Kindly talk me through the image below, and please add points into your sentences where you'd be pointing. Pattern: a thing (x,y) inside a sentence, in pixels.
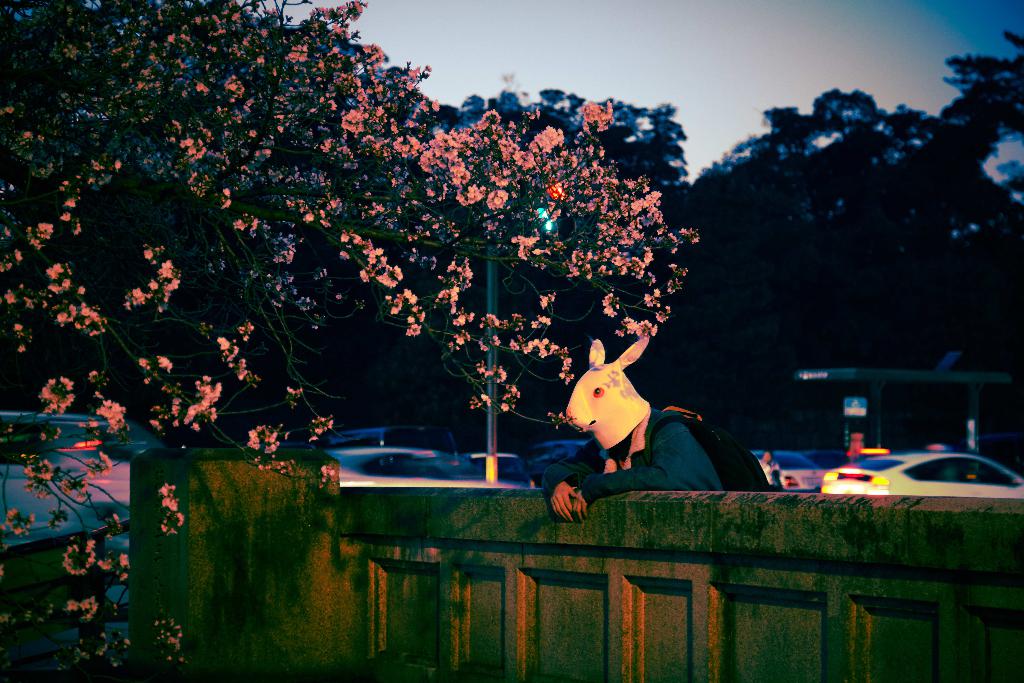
In this image we can see a boundary wall (521,557). Behind the wall (594,537) we can see a man (658,429) is wearing animal mask (621,429) and carrying bag (707,439). In the background (506,293), we can see trees (629,275), pole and cars (994,465). At the top of the image (644,71), we can see the sky (711,101). We can see a shelter (973,384) on the right side of the image (929,377).
